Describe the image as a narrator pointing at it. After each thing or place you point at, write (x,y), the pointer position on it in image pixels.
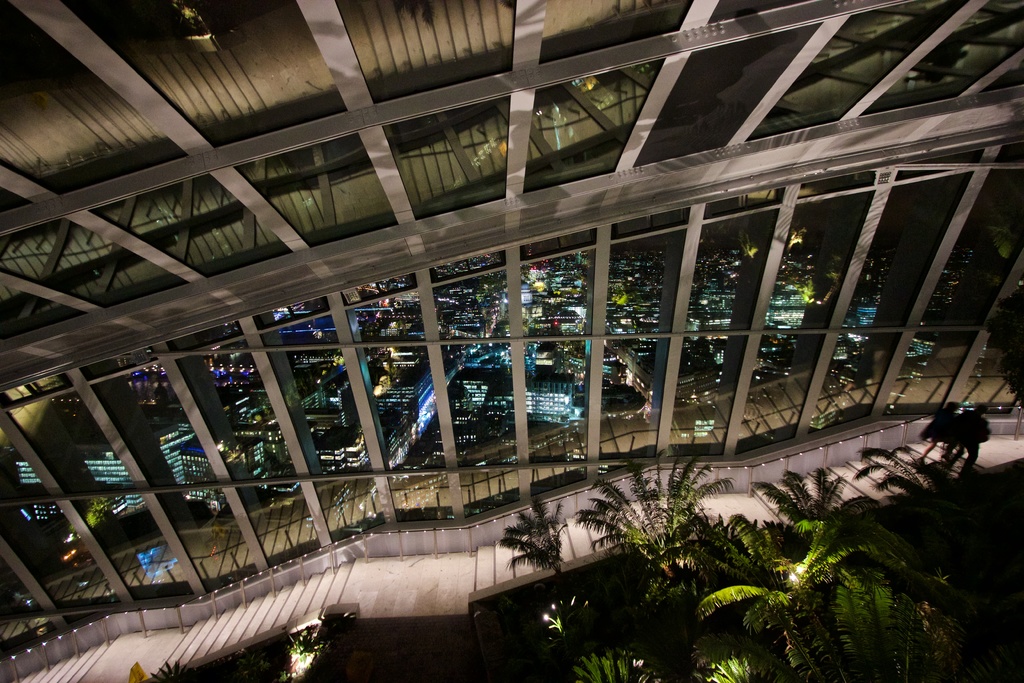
In this image I can see trees (768,620) in the front (876,578). There are glass walls (928,355) through which I can see many buildings (779,370).
